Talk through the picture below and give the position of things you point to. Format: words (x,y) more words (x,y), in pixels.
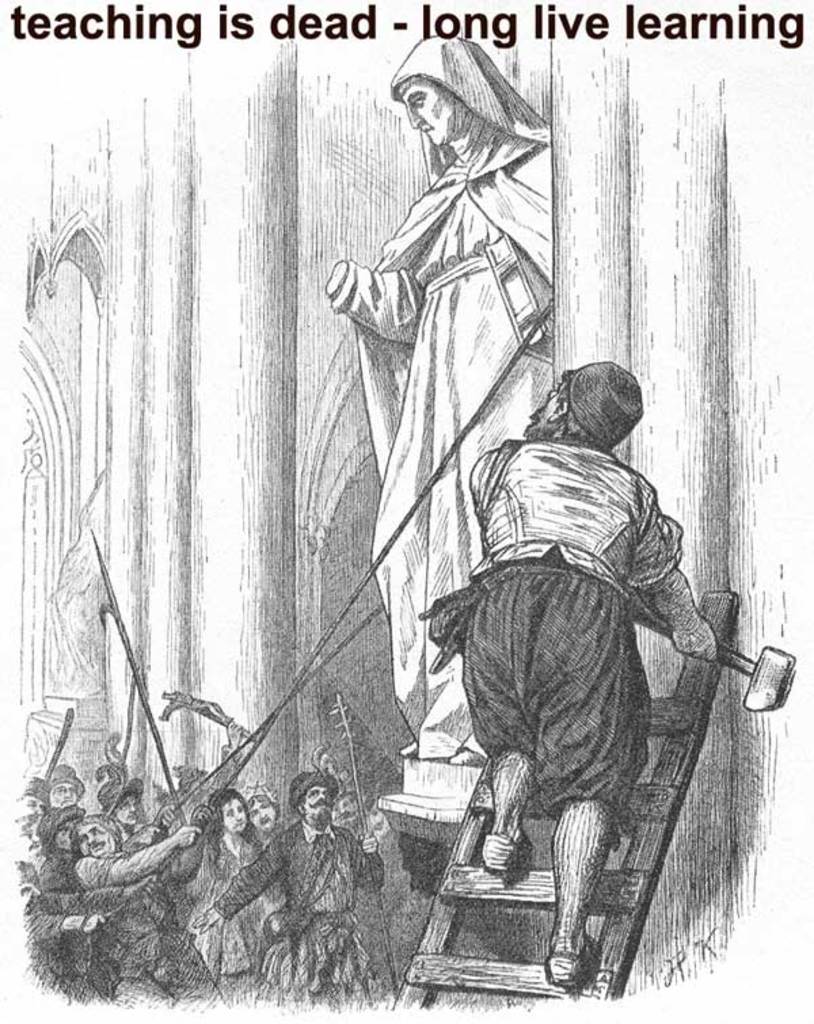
This is a black and white picture and it is a painting. On the right side (549,840) there is a ladder (685,676). On that there is a person (574,523) wearing cap (604,413) and holding a hammer (775,691). On the left side (211,889) there are many people (181,840). And some are holding something in the hand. Also there is a statue (428,268). And on the top (307,13) something is written.
